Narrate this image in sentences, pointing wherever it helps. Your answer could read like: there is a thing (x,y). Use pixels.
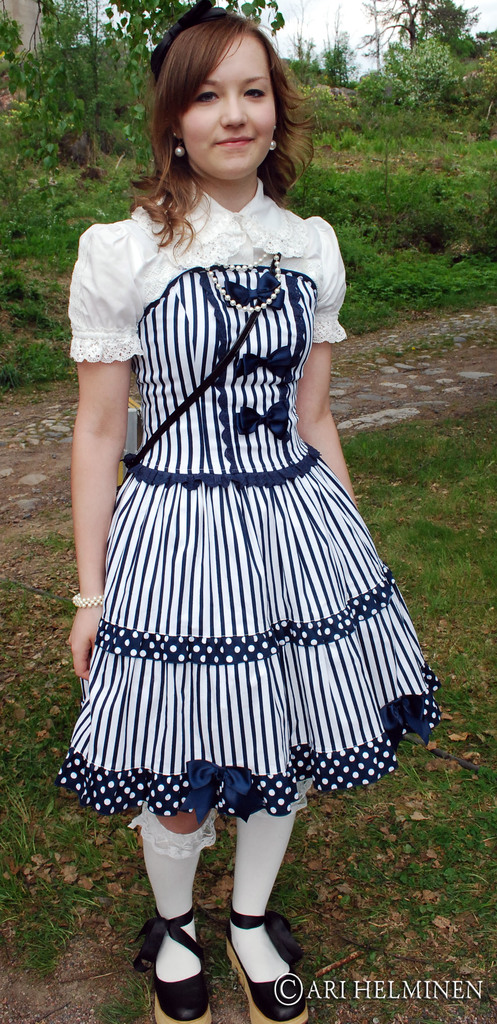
In the middle of the image (298,389) a woman (244,25) is standing and smiling. Behind her there are some trees (379,0) and grass (488,787). At the top of the image (102,13) there is sky (287,47).
